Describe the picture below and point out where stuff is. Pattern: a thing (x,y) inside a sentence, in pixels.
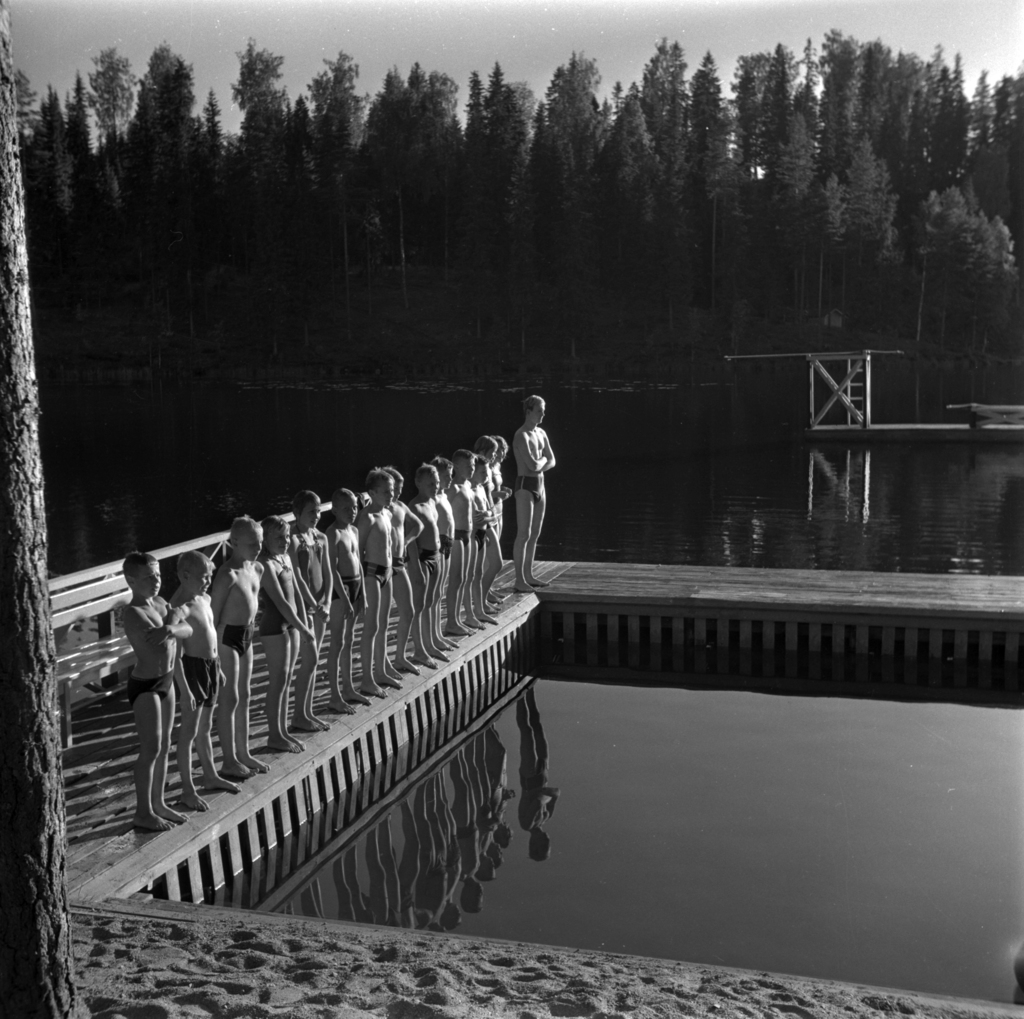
This is a black and white image. In the background of the image (280,308) there are trees (466,291). In the center of the image (376,647) there are children (163,718) standing. At the bottom of the image (213,1012) there is sand (287,942). There is a swimming pool (435,836). In the background of the image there are trees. At the top of the image (502,29) there is sky (73,26).
